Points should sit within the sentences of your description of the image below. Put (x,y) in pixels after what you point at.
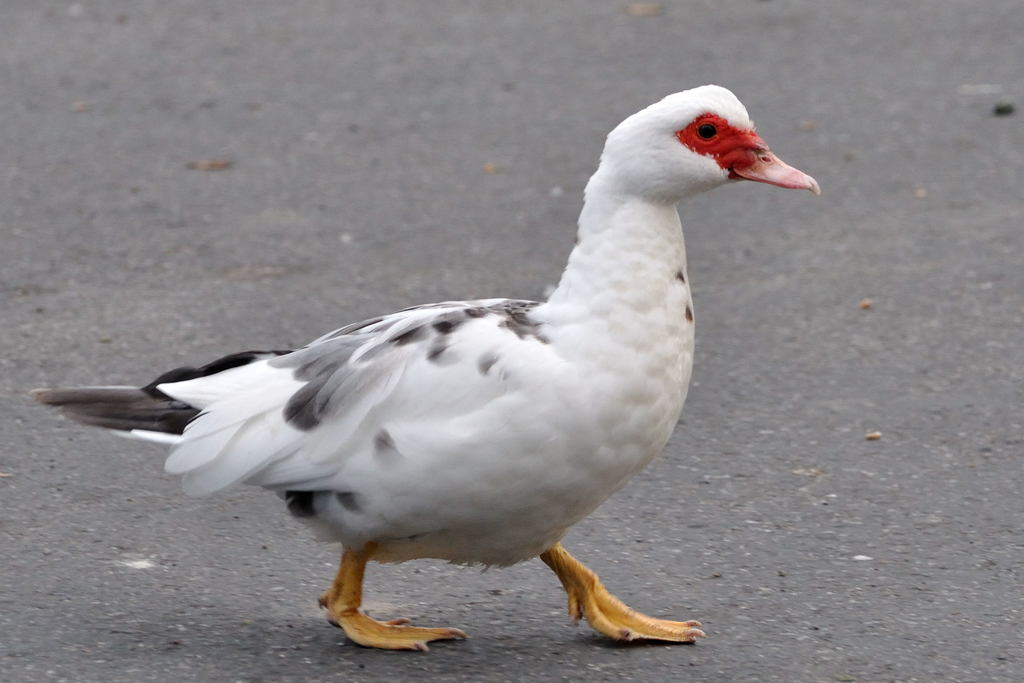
In this picture I can see a duck (349,639) moving it is white and black in color.
